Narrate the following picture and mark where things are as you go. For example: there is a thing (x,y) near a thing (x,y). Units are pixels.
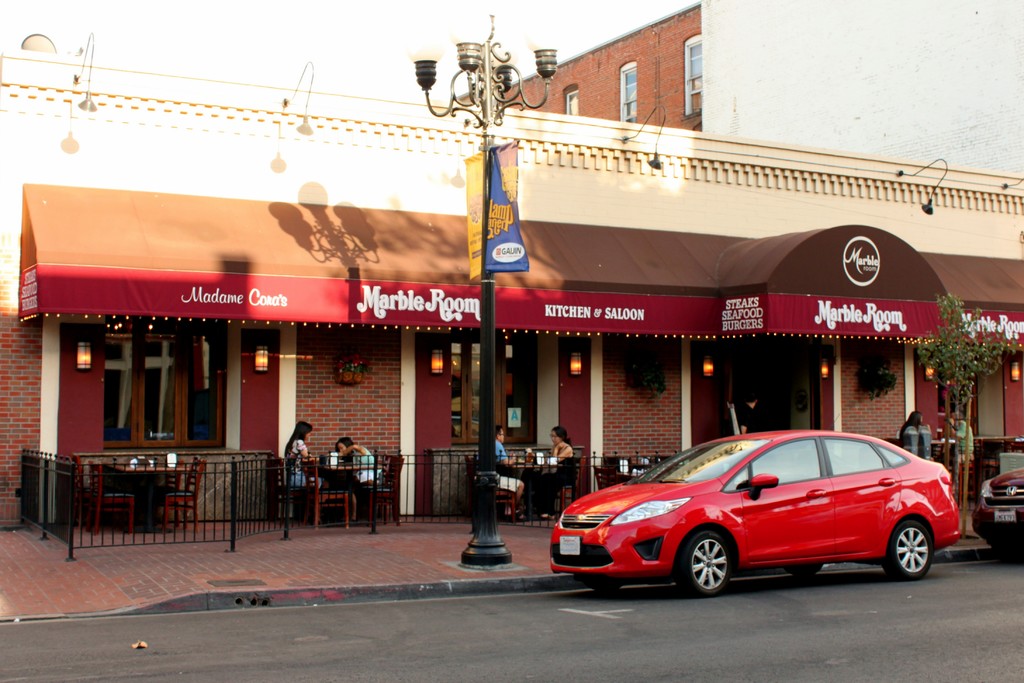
There are cars (711,576) on the road (706,654). Here we can see tables (161,469), chairs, lights (926,370), plants (955,453), boards (704,315), and few persons (758,416). There is a fence (295,492), pole (477,485), and a banner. In the background (521,415) we can see a building (651,197).
